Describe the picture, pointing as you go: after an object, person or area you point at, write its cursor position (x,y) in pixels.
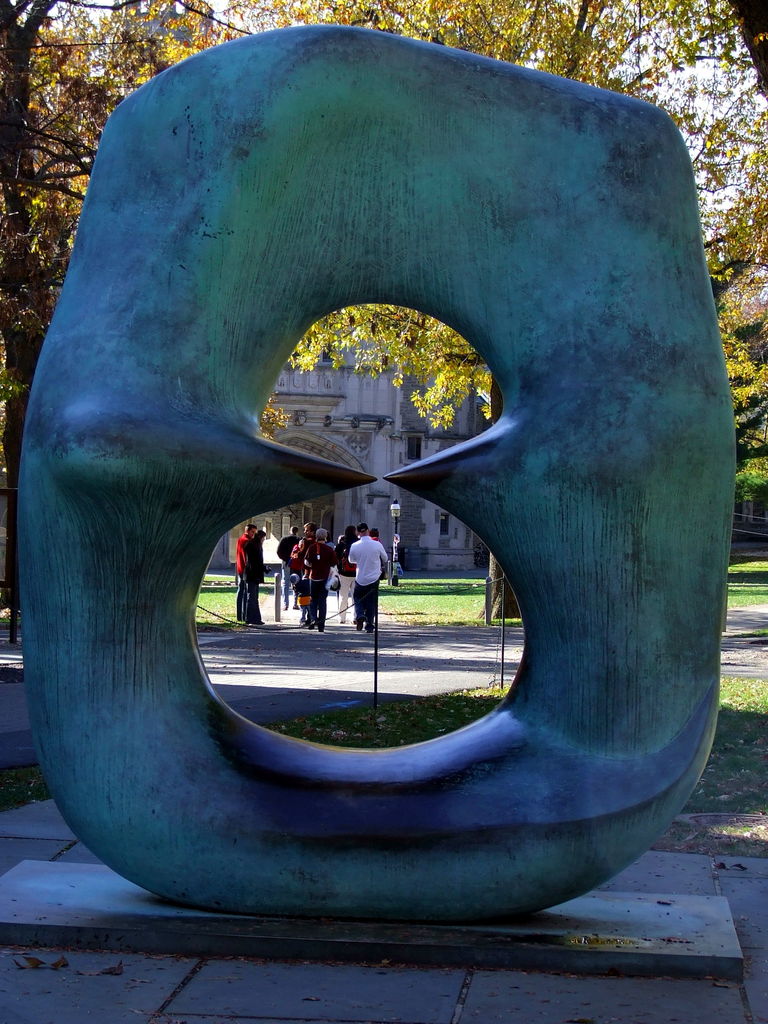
In this image we can see a statue (701,485) in the middle of the image (495,532) and there are some people (251,606) in the background (296,600). We can see a building (762,515) and there are some trees (708,222) and grass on the ground (231,989).
